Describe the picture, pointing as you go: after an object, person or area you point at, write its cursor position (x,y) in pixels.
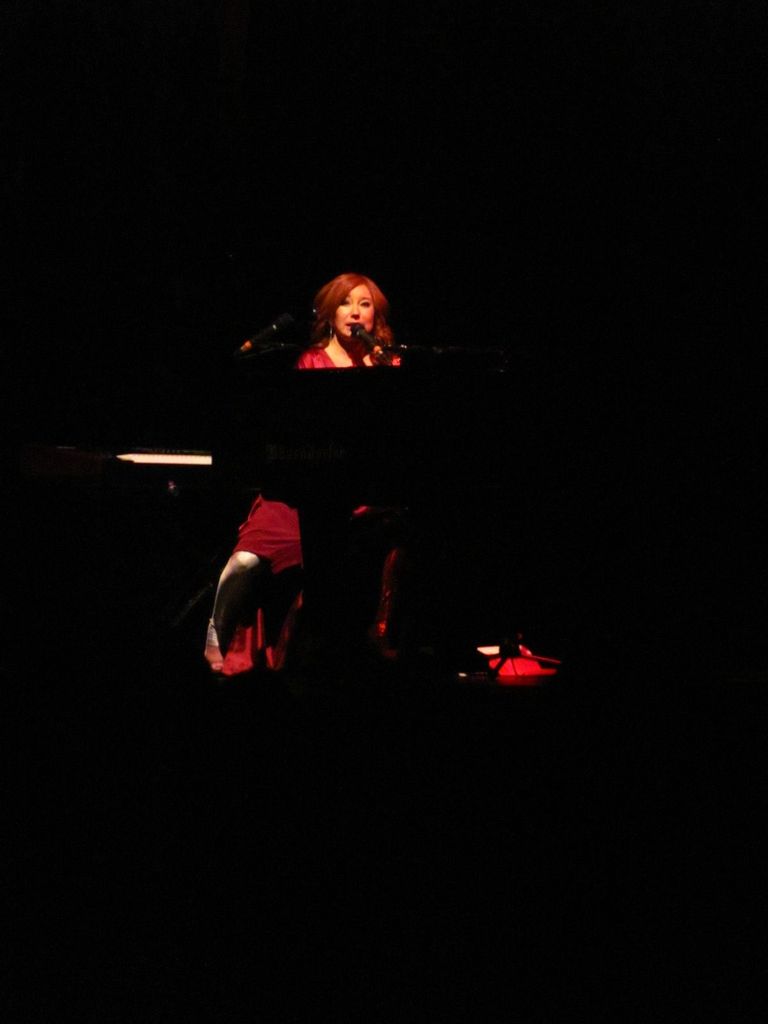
Here in this picture we can see a woman (348,349) sitting over a place and singing a song in the microphone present in front of her and we can also see a stand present in front of her and we can see a light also present.
